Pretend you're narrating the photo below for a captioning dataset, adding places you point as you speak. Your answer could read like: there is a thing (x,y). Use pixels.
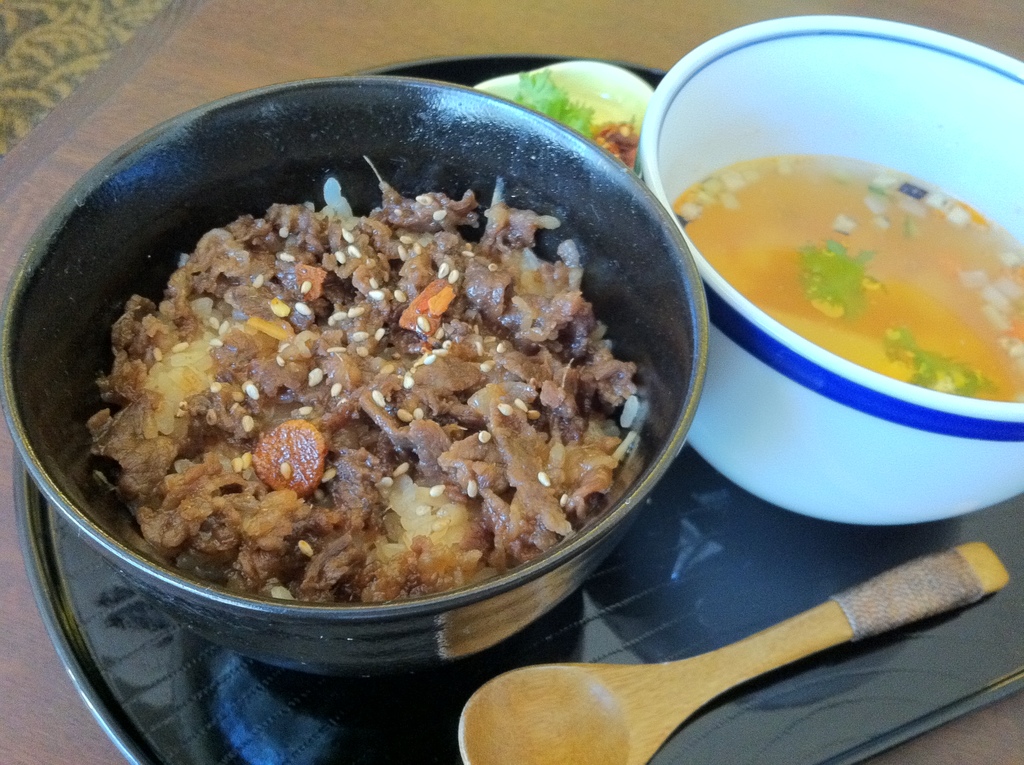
In this image there is a tray (75,667) on a wooden surface (99,76). On the tray (79,683) there are bowls (728,389) and a spoon (818,629). To the right (894,257) there is soup (891,293) in the bowl (882,379). In the center (355,390) there is food (444,374) in the bowl (447,374).
